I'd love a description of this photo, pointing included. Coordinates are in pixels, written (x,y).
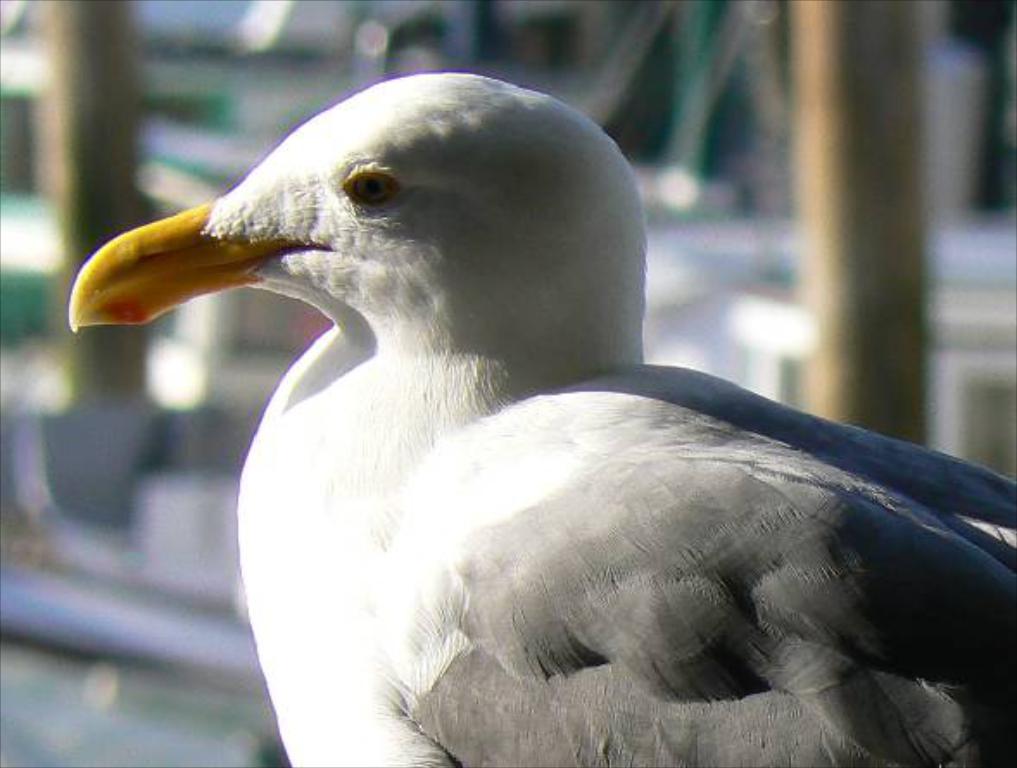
In the image there is a gull bird (555,374) and the background of the bird (517,192) is blurred.
